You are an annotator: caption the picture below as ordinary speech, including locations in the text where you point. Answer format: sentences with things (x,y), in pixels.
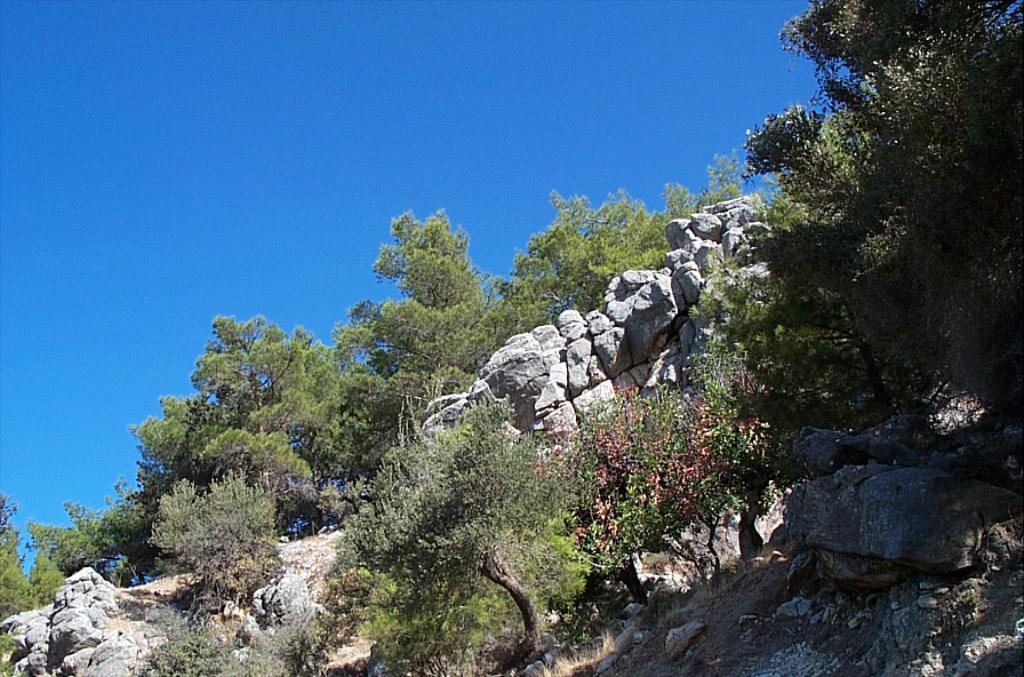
In this picture I can see trees (609,465), rocks (606,345), and in the background (422,163) there is sky (368,101).
